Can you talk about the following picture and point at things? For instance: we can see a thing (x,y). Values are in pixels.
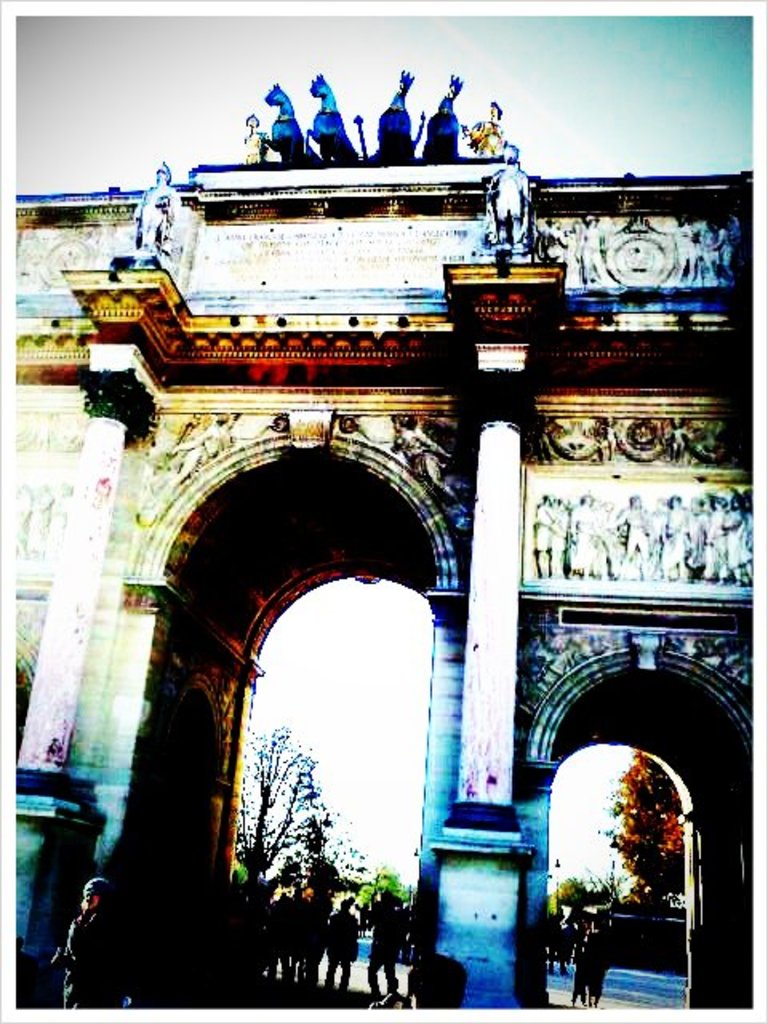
In this image I can see a building (207,930). Background (616,149) I can see few other people (582,973) standing, trees (392,888) in green color, sky (381,688) in white color.
